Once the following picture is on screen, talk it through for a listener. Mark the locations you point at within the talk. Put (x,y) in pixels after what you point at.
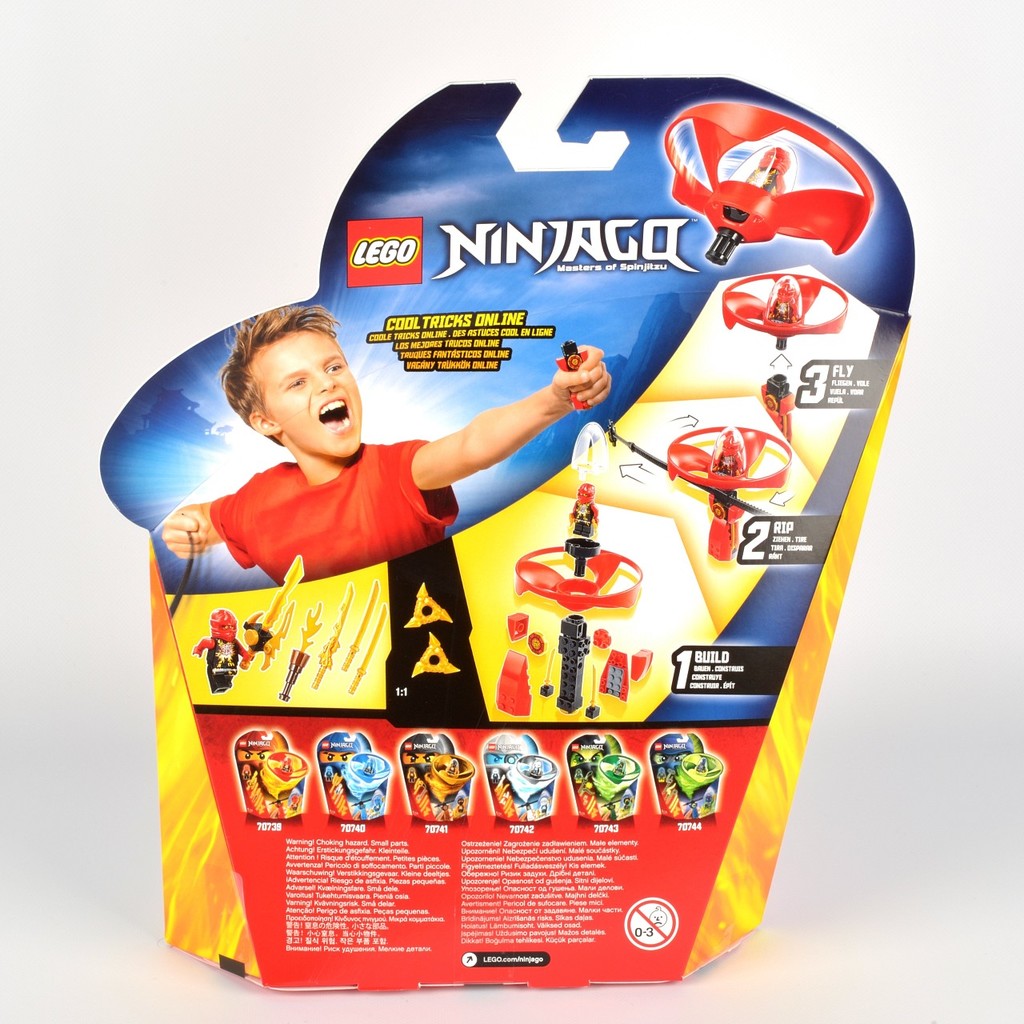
Here in this picture we can see a Lego game box (228,507) present over there and on that we can see pictures (405,483) of toys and a child (324,438) present over there.
